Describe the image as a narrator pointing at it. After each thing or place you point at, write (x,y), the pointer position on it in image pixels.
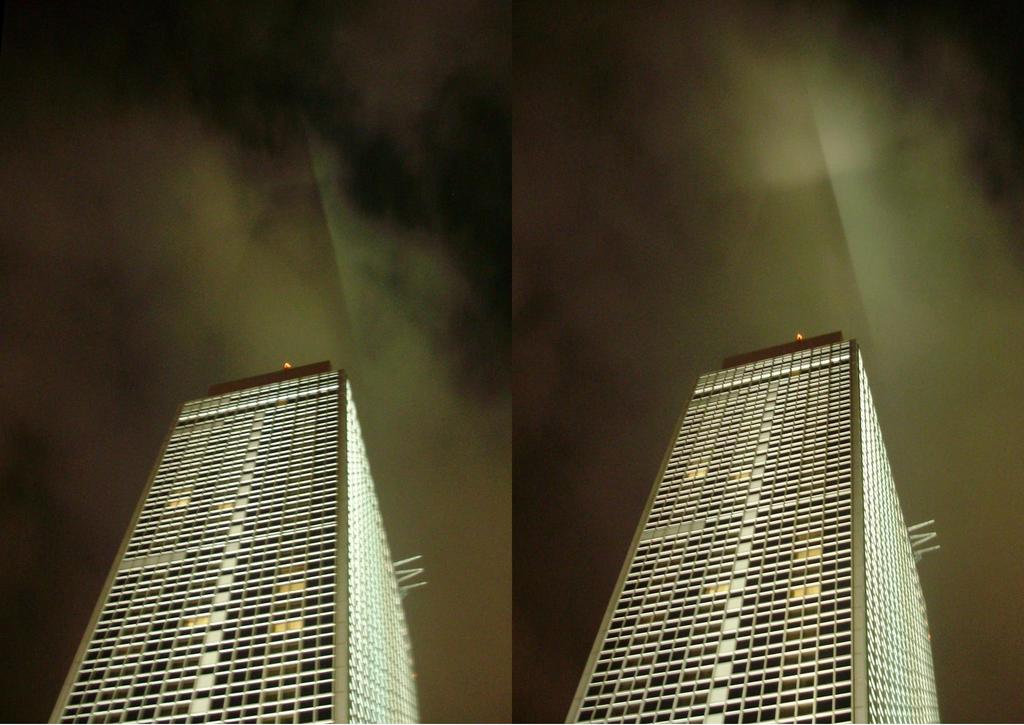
This is a collage image. In this image we can see buildings (285,396) and sky (476,136).
